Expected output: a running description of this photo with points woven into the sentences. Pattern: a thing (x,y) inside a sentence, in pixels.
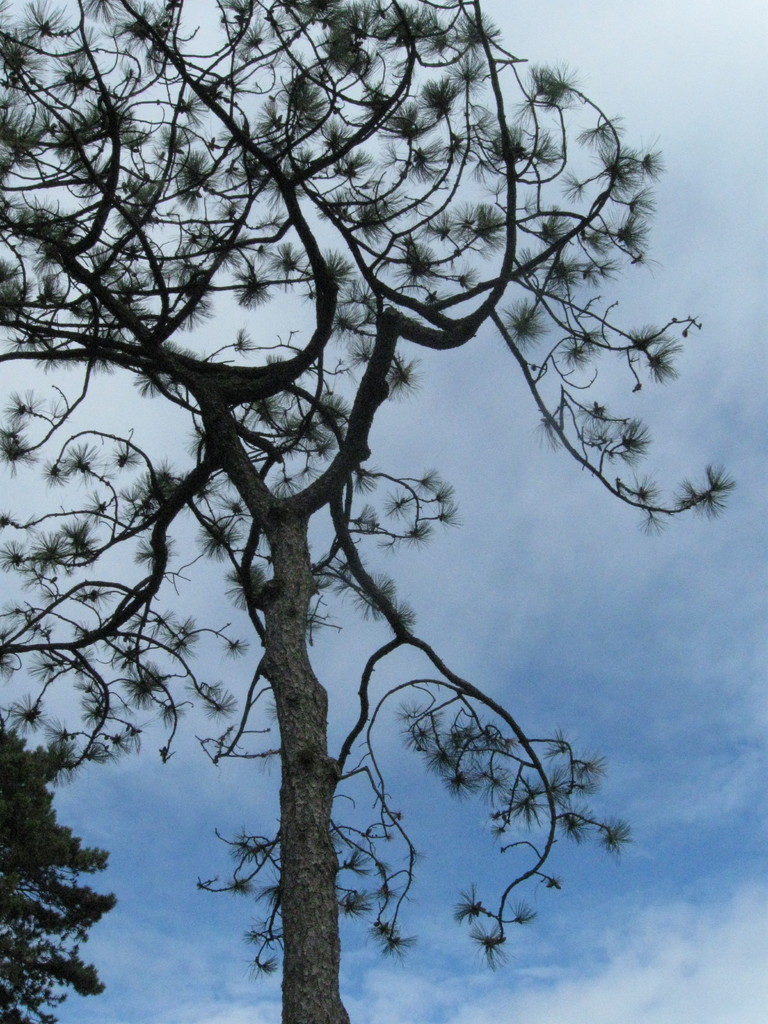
In this image we can see a tree (289,686). In the background (534,630) there is a sky (644,119).
